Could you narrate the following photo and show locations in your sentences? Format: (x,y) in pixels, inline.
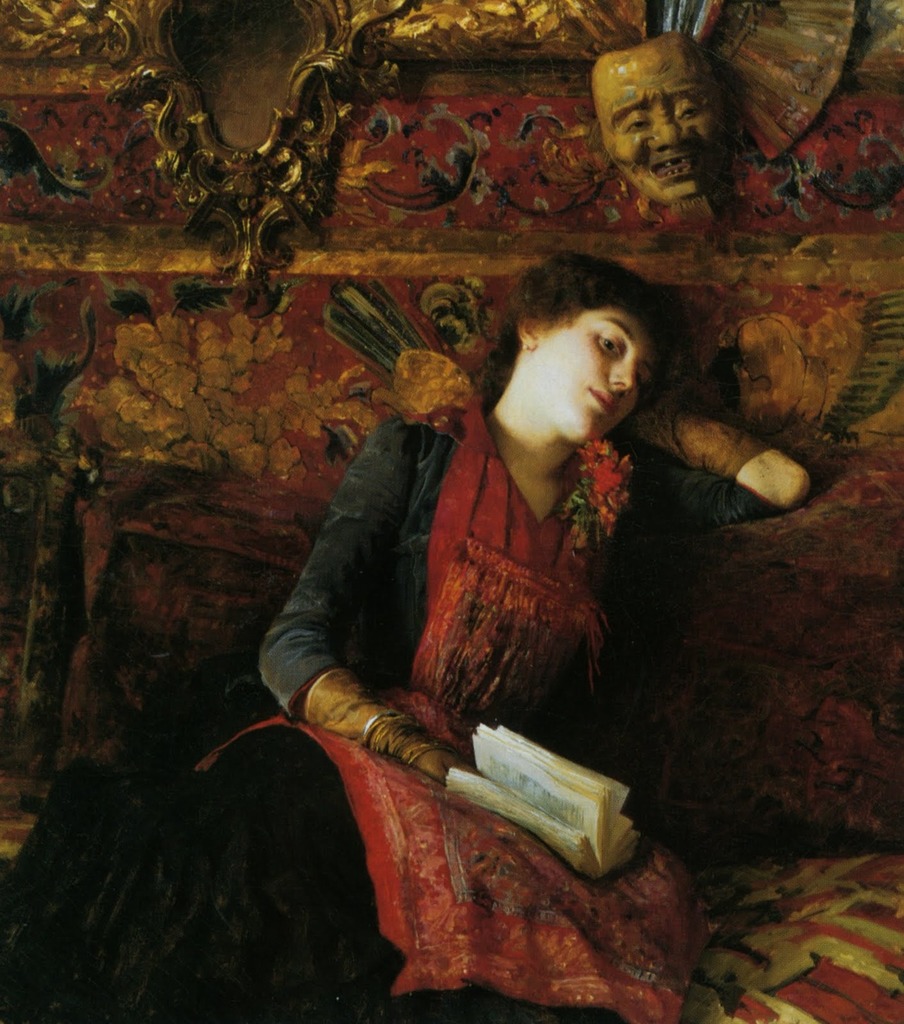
In this picture we can see a woman (417,766) sitting and holding a book (536,810) in her hand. On the background of the picture (633,76) we can see a mask (602,117) of a person (698,84). This is completely a painted picture.
